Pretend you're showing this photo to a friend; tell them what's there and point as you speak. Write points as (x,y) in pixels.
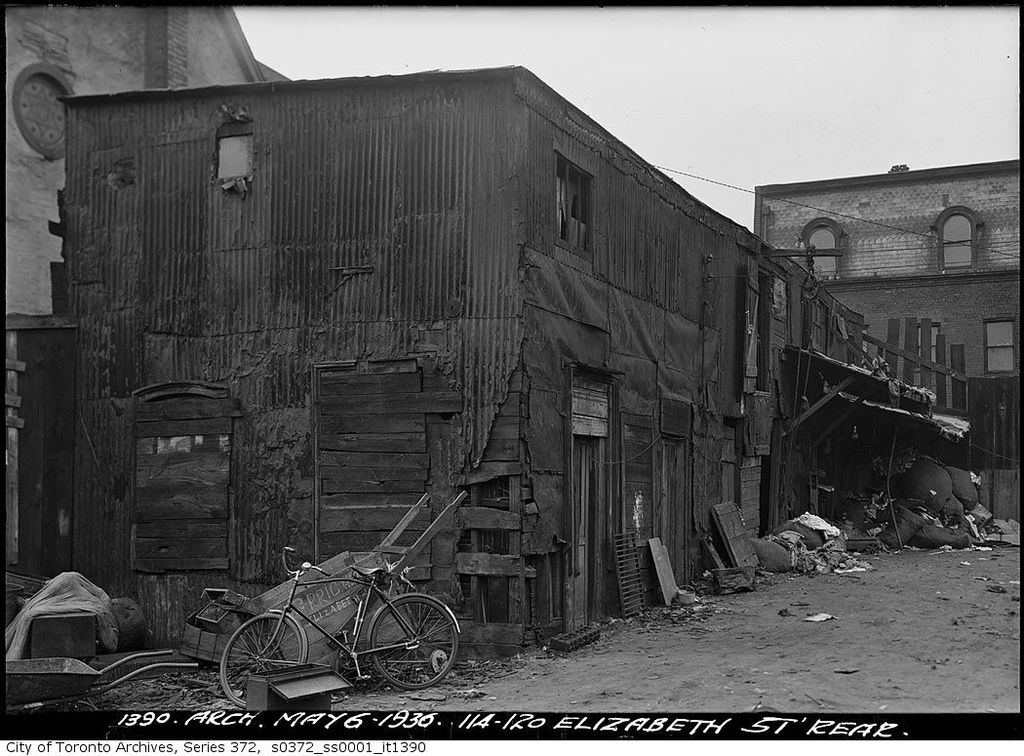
In this picture we can see a bicycle (284,614), carts (50,688), boxes (301,684), buildings (605,269) with windows (955,207) and some objects (28,624) on the ground (884,597) and in the background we can see the sky (749,45).
